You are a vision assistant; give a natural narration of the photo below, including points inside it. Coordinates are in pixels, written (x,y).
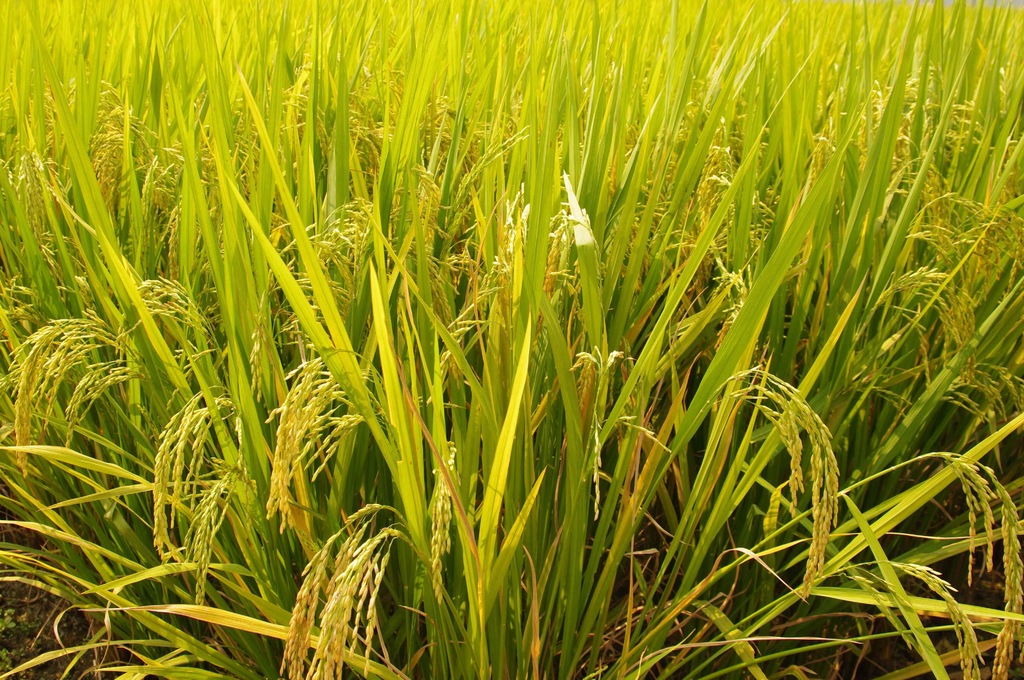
In this image I can see number of plants (564,366) which are green, brown and yellow in color.
